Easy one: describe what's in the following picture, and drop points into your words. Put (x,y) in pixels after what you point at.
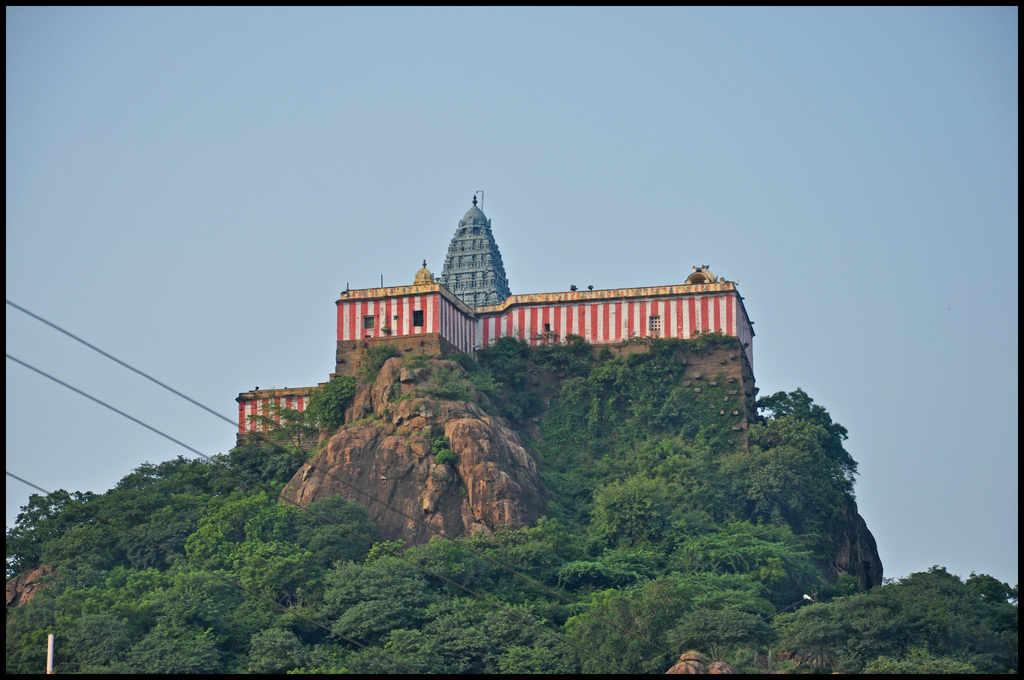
In this image we can see a building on the hill (752,540). We can also see a group of trees (715,536), some plants (637,507), wires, a pole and the sky (246,193) which looks cloudy.
